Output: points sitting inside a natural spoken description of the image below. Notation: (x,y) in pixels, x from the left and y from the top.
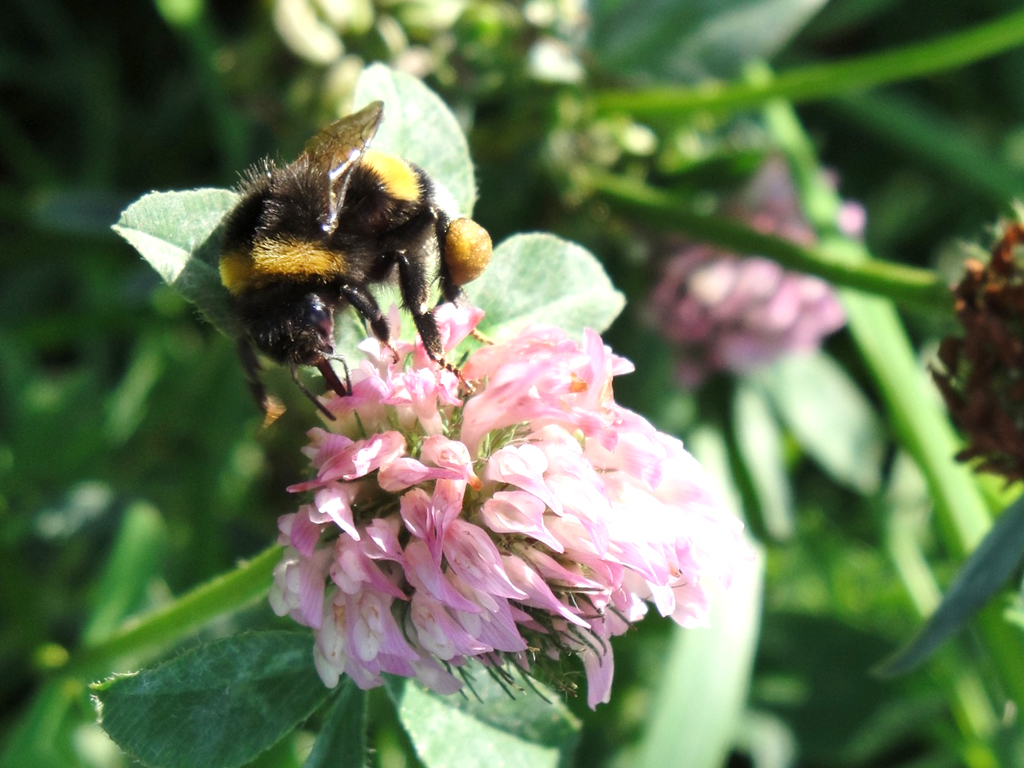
In this picture we can see flowers (454,544) and leaves (692,701), on the left side (290,285) there is a bumblebee (279,287), we can see a blurry background (120,39).
